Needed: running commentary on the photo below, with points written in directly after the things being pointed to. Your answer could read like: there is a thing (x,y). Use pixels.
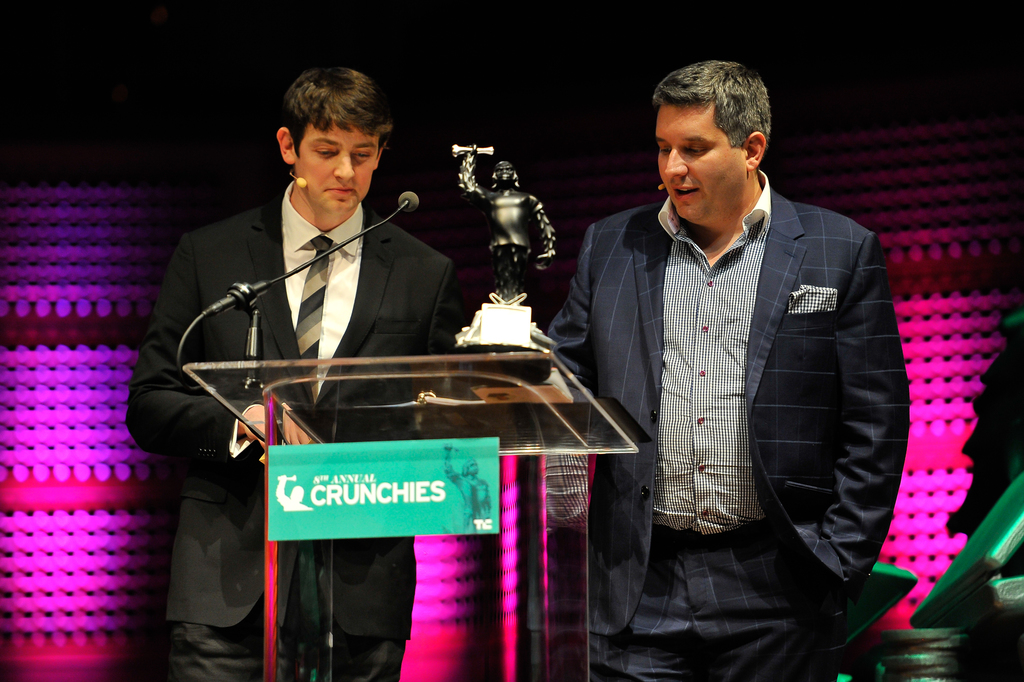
In this picture we can see two men (573,356) wore blazers (186,265) and standing at the podium (517,550), trophy (496,352), mics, tie (312,336), lights (952,343), some objects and in the background (734,39) it is dark.
